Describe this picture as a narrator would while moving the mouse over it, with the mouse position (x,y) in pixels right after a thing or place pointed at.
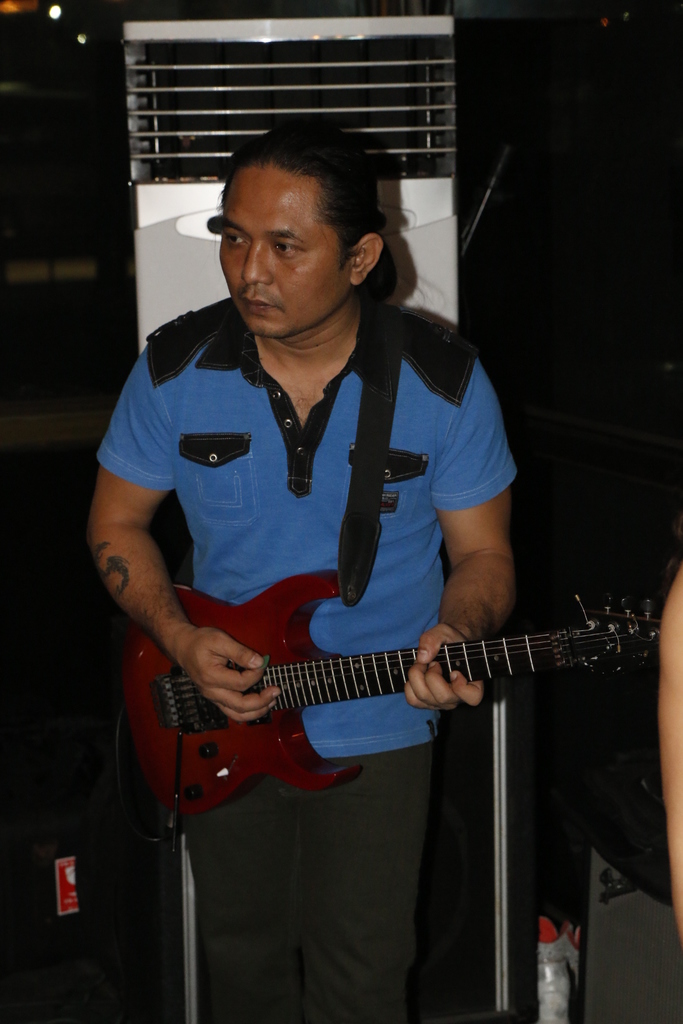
In this image we can see a man (232,542) wearing blue t shirt (367,612) is holding a guitar (187,690) in his hands (254,662) and playing it. There is an air conditioner (285,93) behind him.
